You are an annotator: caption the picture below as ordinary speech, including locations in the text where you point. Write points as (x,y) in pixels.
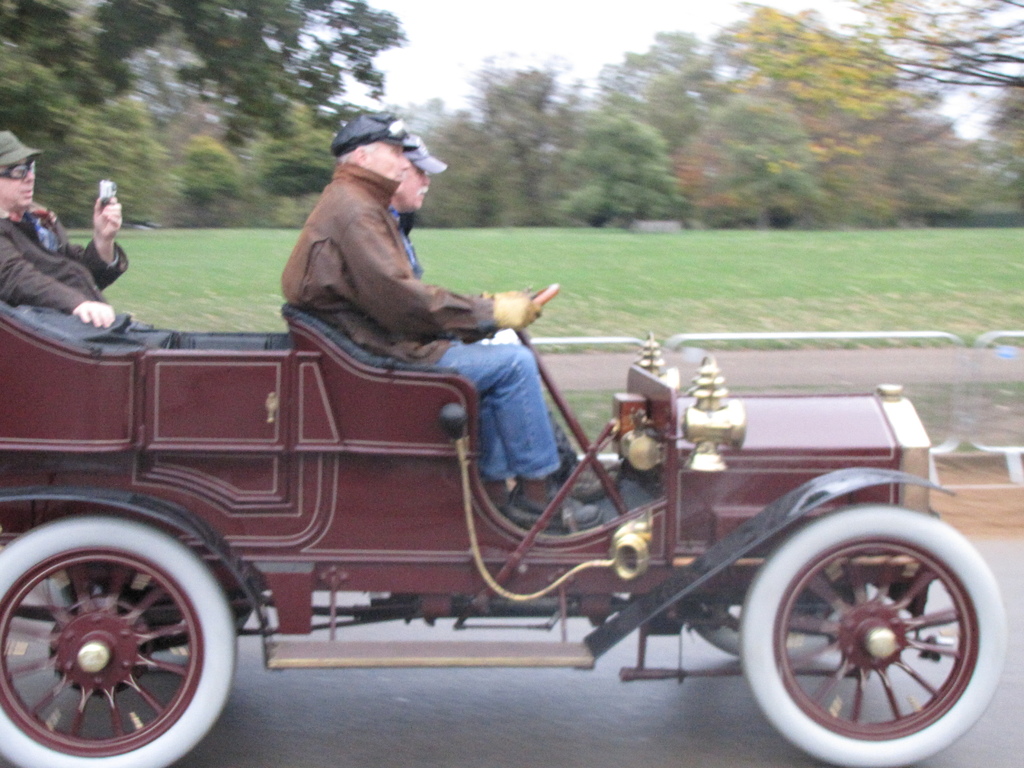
In this image we can see a car (555,507) on the road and three persons (522,484) sitting in the car (35,408) and a person (476,301) is driving the car (528,335) and a person (51,283) at the back (110,241) is holding a camera (110,186) and in the background (263,230) there is an iron railing (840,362), ground (707,286), trees (455,112) and the sky (481,48).
